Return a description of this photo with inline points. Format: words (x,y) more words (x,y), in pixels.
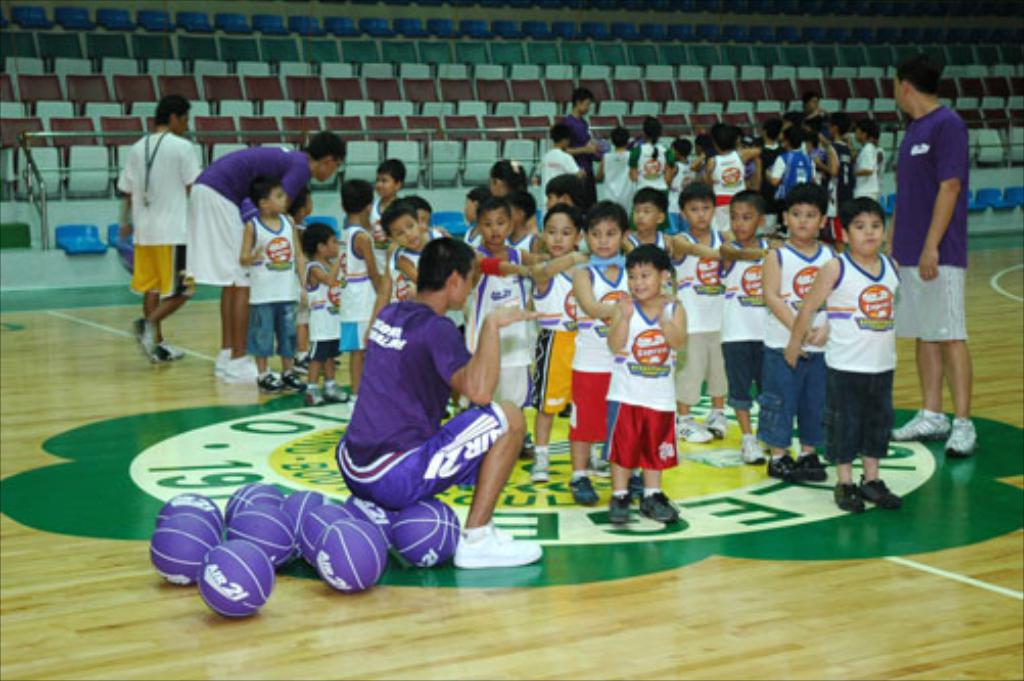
This picture shows an indoor stadium (982,499). We see few kids (327,237) standing and we see few men (245,161) standing and a man (409,462) seated on the ball (434,530) and we see few balls (360,553) on the floor (432,577) and we see chairs (899,112) and we see a man (128,174) wore a id card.
